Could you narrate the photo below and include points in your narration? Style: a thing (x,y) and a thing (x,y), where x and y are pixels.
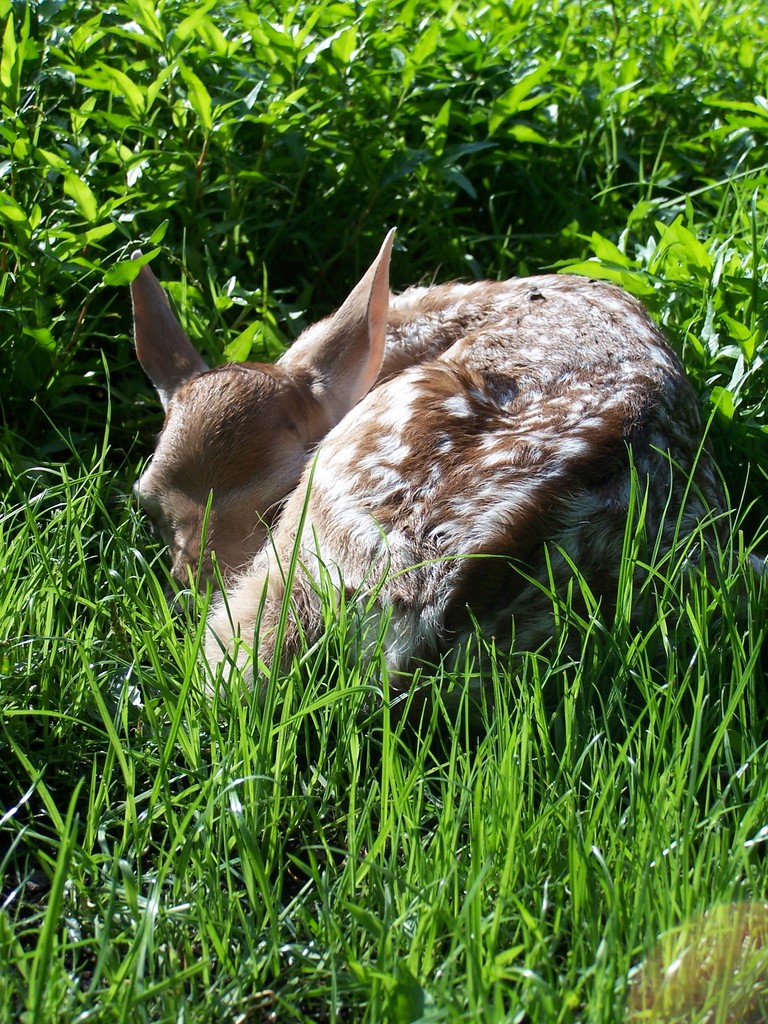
In this picture we can see an animal (338,447) on the grass (408,748) and plants (469,101).
